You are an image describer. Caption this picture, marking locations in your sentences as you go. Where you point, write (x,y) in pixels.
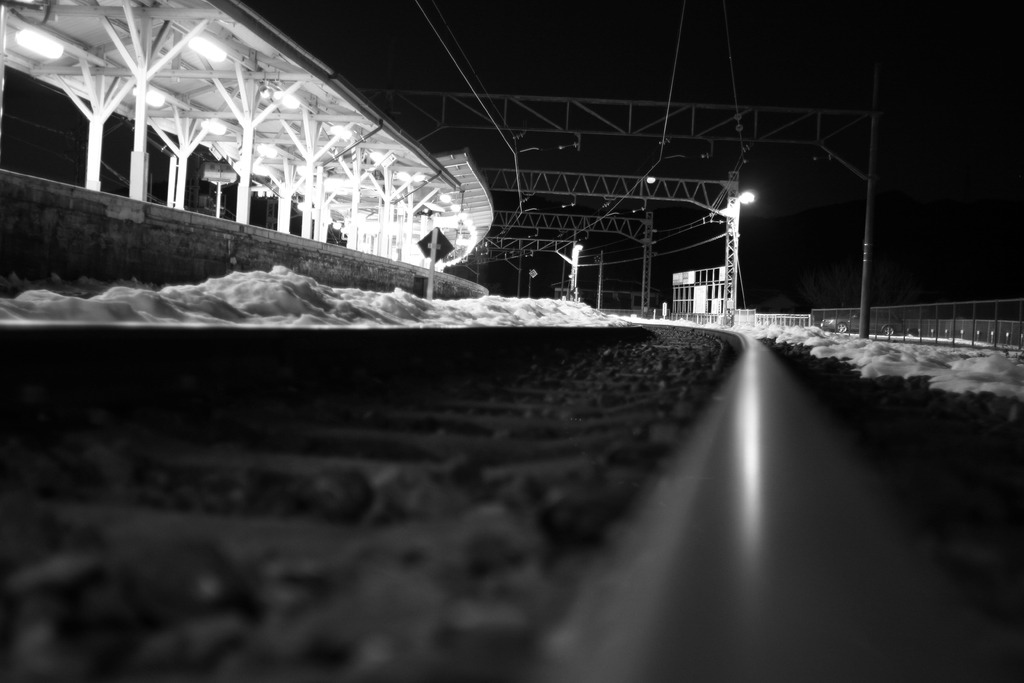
In this image I can see the track (543,417). To the left (282,247) there is a platform (255,132) and to the right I can see the poles (862,307) and lights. I can also see the railing (919,317) to the right (906,317). And I can see the black background (778,264).
